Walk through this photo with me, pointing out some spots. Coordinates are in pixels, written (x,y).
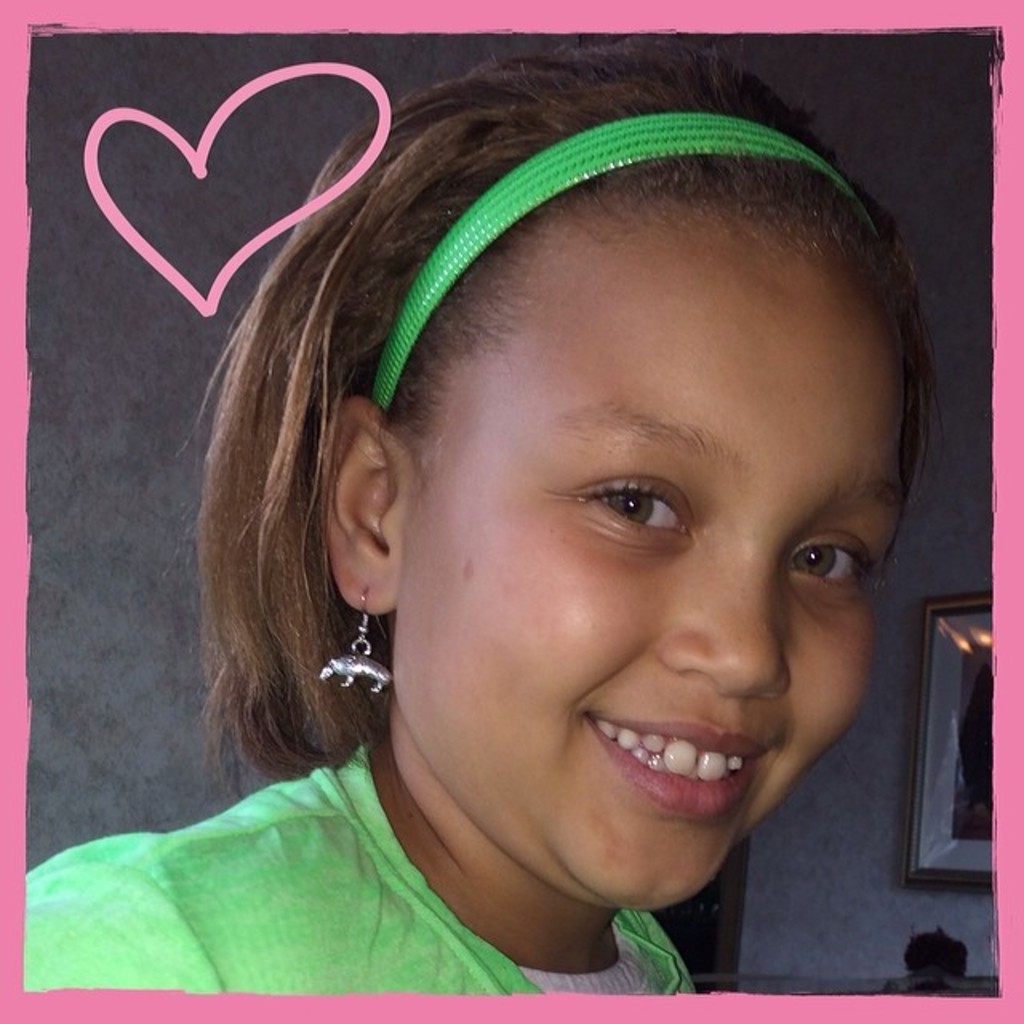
In this picture we can see a girl (789,543) wearing a hair band (498,184) and an earring (357,656). She is smiling. There is a frame (946,759) visible on the wall (908,889) in the background (922,881). We can see a pink color heart (213,311) on the left side of a girl (175,854). We can see pink borders (1003,988) on this image.
